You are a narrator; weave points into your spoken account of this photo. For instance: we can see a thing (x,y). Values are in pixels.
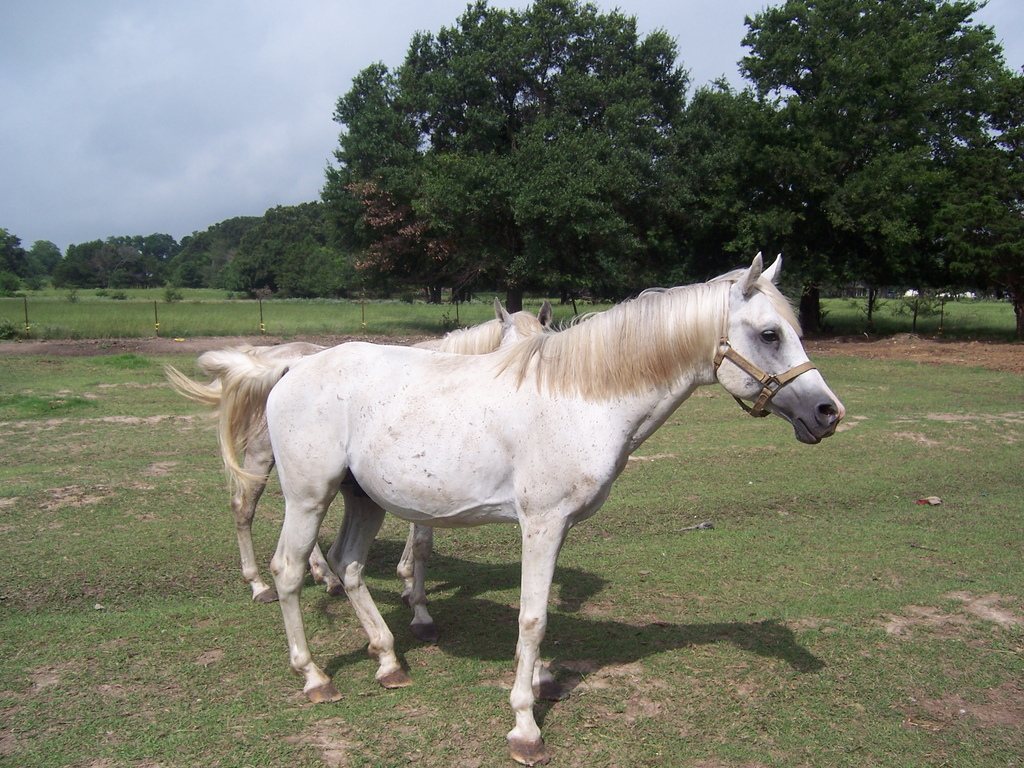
In the center of the image (512,442) we can see horses (444,469) on the grass (706,659). In the background (702,202) we can see trees (180,257), grass (195,309), sky (186,179) and clouds (268,97).
